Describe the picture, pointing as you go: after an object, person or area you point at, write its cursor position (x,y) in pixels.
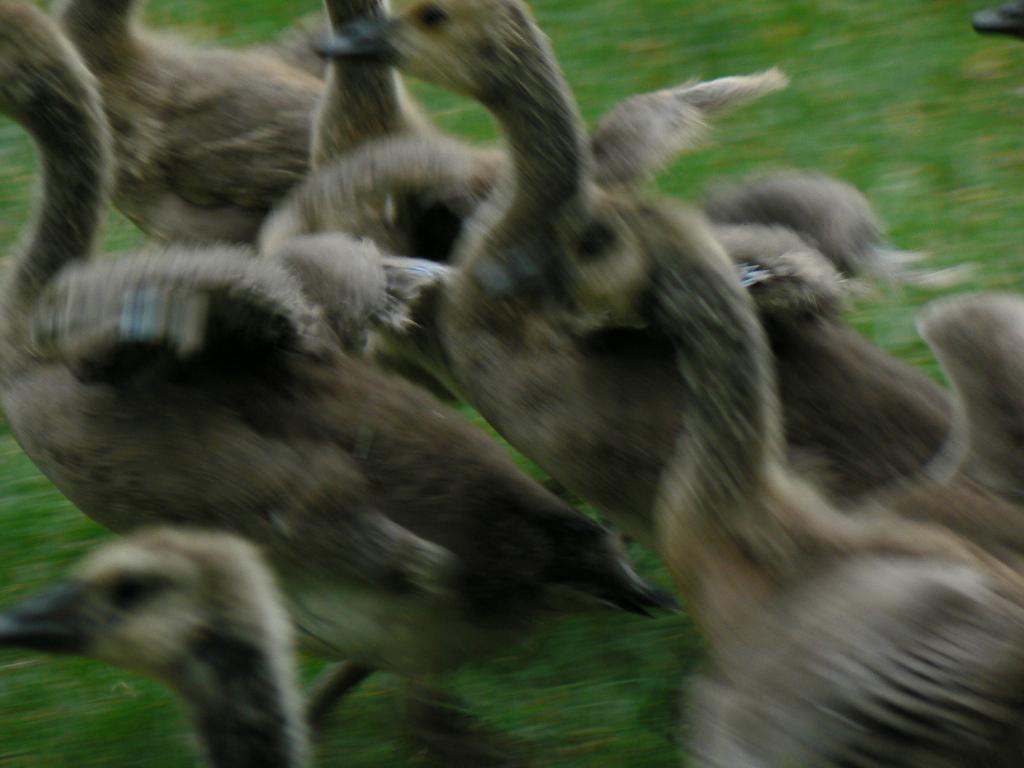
In this picture we can see birds (228,118) on the ground (18,664) and in the background (983,58) we can see grass (627,60).
